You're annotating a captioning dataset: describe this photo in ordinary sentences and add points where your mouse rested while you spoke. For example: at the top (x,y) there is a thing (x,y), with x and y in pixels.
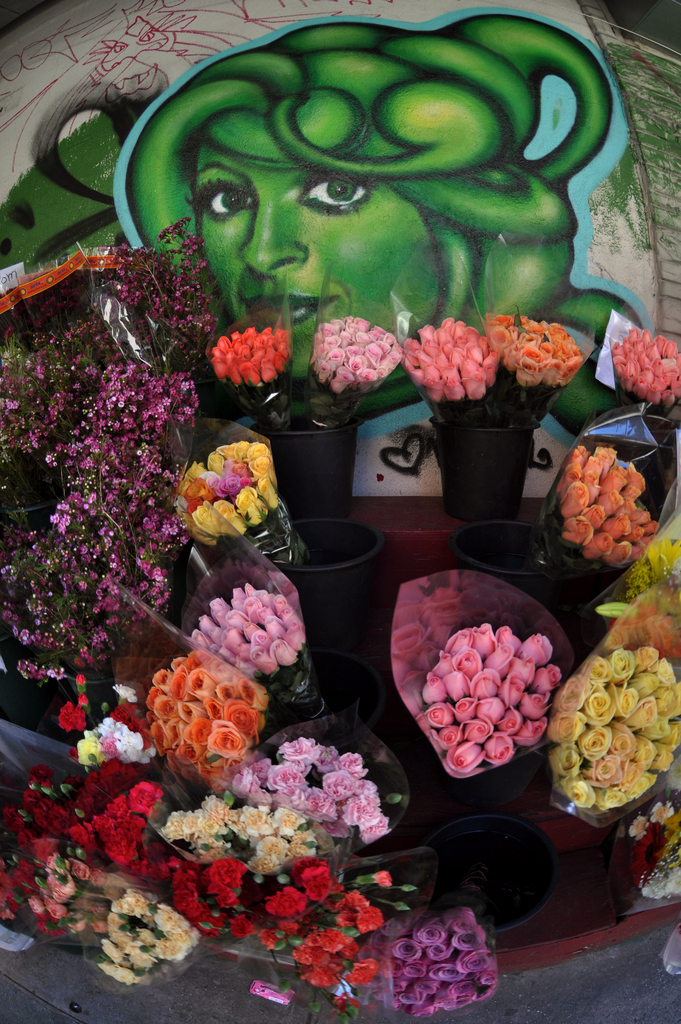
In this image there are a few flower bouquets (313,723), behind the flowers (464,761) there is a picture (313,278) on the wall (313,278).
